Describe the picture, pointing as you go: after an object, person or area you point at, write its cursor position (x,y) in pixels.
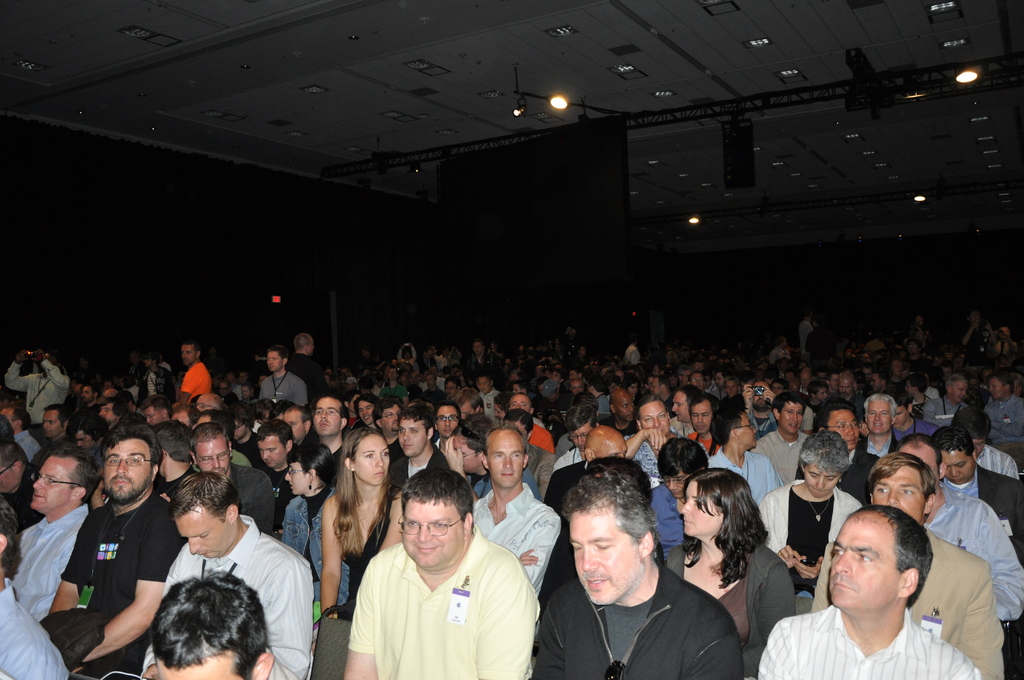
At the bottom there is a man (466,656) who is wearing yellow t-shirt (498,592) and spectacle (447,524), he is smiling, he is sitting on the chair (336,632). Beside him there is another man (659,617) who is wearing black jacket (635,668). On the left (46,377) there is a man (34,365) who is standing, in his hand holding a camera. In the hall (658,528) i can see the crowd (377,507) were sitting on the chair (1010,448). At the top (1020,57) i can see the lights (953,17), speakers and other objects (761,99).
